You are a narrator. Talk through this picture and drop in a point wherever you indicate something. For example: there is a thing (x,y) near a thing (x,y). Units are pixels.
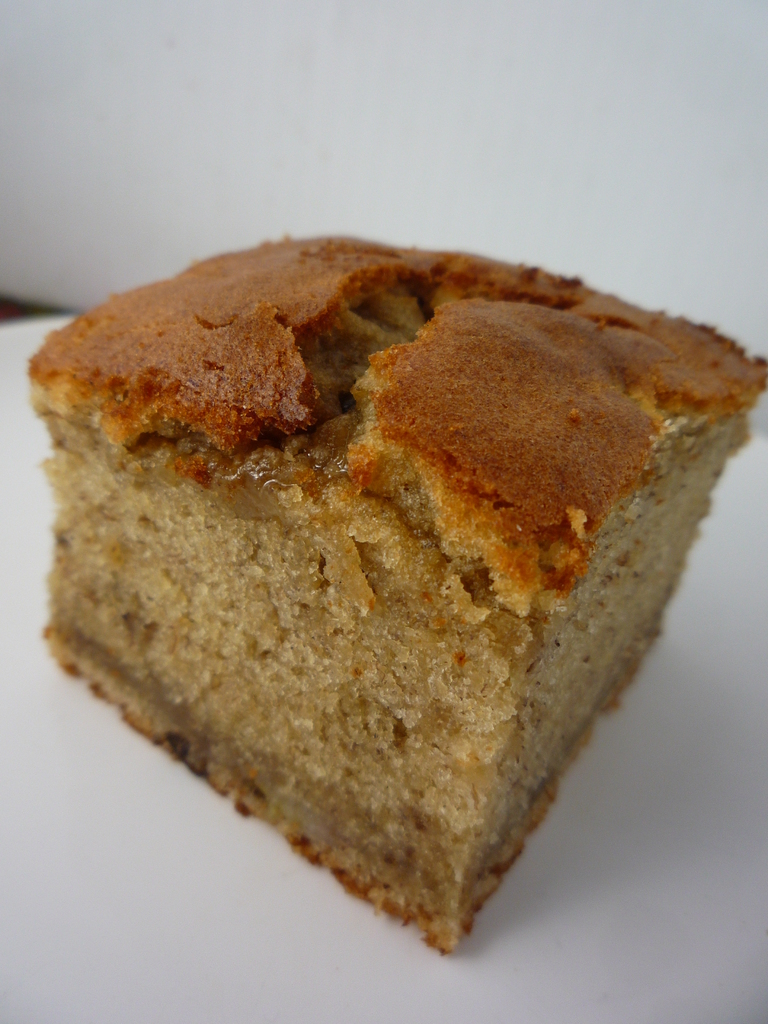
In the foreground of this image (450,871), there is a cake (222,638) on a platter (149,889) and in the background (137,81), there is a white wall (213,95).
